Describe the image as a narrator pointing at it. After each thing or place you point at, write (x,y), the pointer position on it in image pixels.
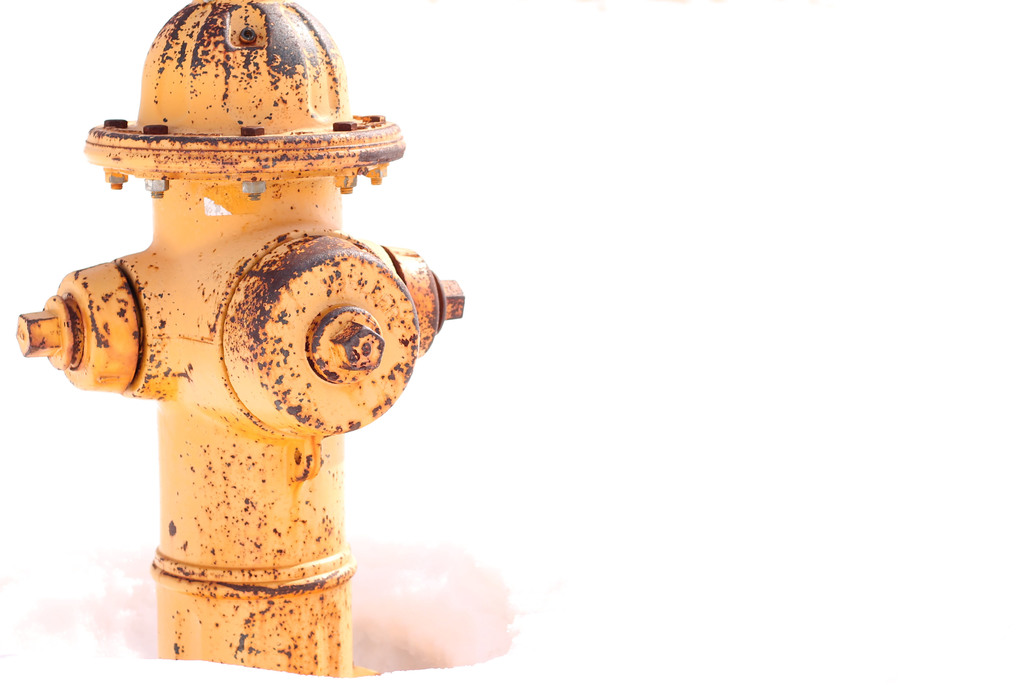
In this picture, we can see a yellow fire hydrant (152,397) in the snow (418,607).
